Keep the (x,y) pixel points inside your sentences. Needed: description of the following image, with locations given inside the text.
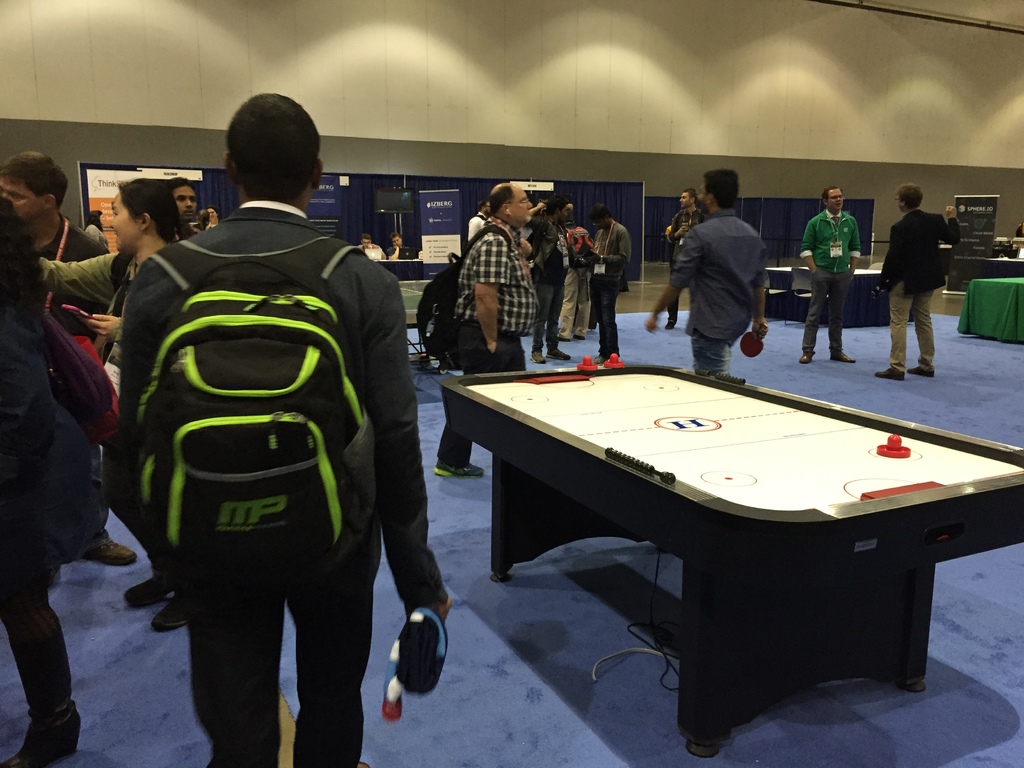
There are few people (363,373) here on the floor (934,664) in this room (851,191). In the background (98,195) we can see hoardings (974,247) and some indoor gaming boards (733,496).
